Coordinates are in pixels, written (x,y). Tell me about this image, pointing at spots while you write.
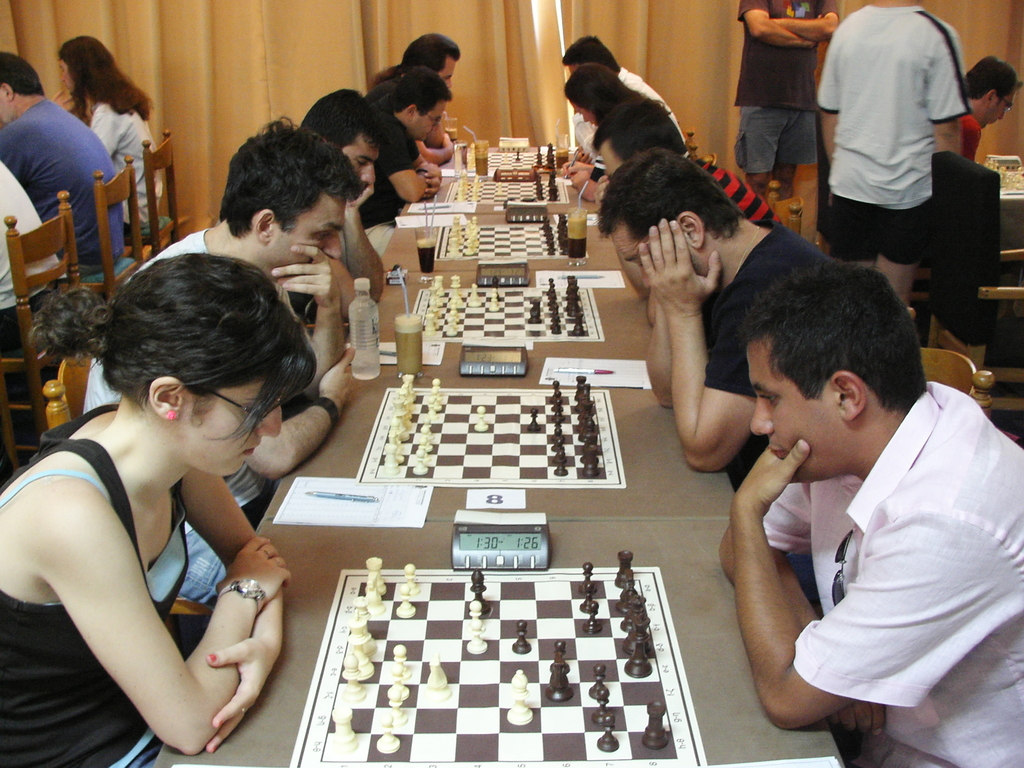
In this image we can see some curtains (290,17) in the background (952,26), some chairs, two persons (912,145) standing are truncated, one person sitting on the left side of the image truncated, some people (252,190) are sitting on the chairs (1013,400), some chess boards (580,609) with chess coins (585,394), some pens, some papers (356,492) and some objects (401,335) on the tables (249,765).
